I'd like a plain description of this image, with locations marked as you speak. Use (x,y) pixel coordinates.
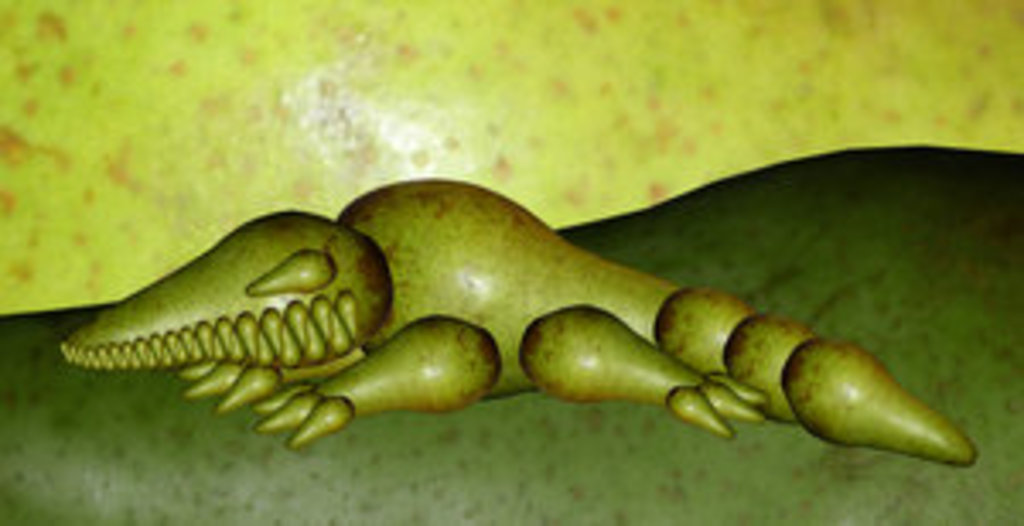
In this image we can see an animated picture of a crocodile (588,300).
